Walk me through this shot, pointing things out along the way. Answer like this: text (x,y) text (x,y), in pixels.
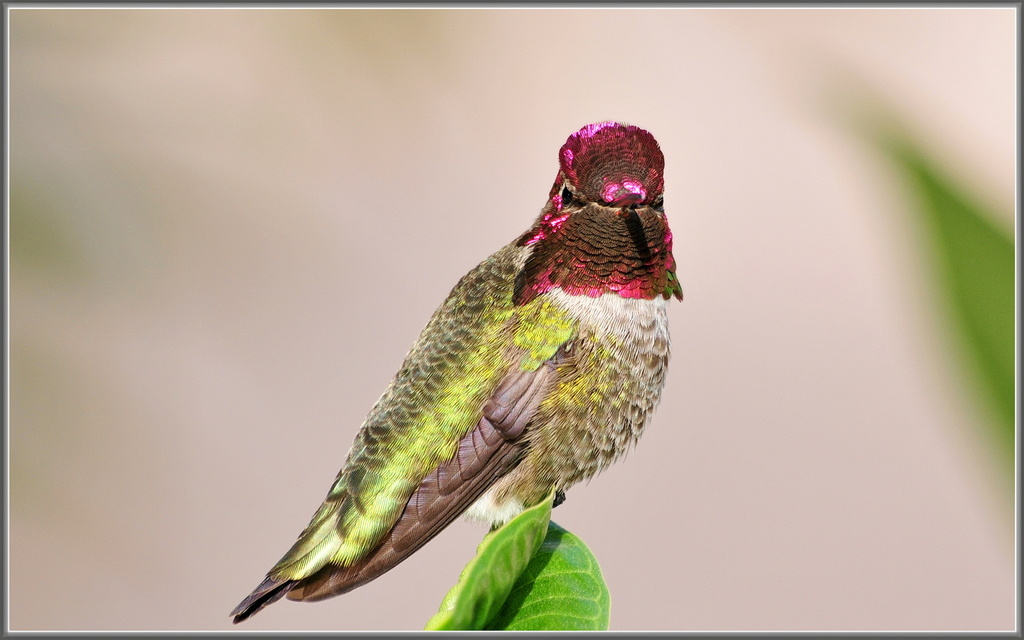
This picture shows a bird (630,445) on the leaf (453,615). The bird (576,298) is pink green and brown in color.
